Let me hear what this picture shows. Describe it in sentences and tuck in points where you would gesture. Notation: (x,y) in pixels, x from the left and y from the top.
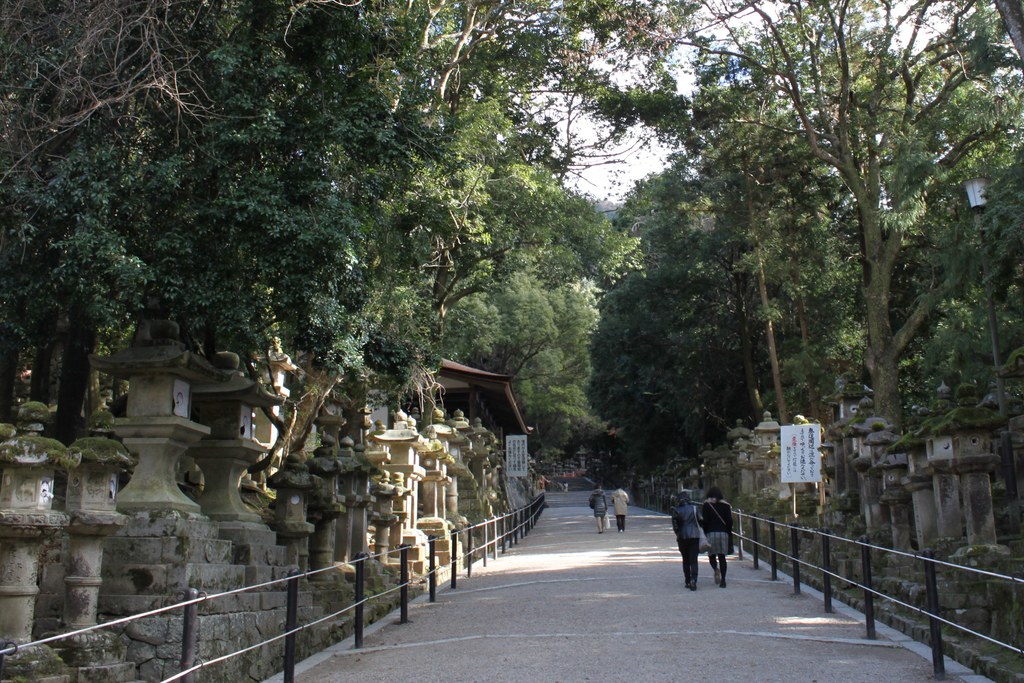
In this picture there are people (691,577) at the bottom side of the image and there are pillars (697,469), boundaries (356,590), trees (729,370), and posters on the right (806,539) and left side of the image (338,448).
